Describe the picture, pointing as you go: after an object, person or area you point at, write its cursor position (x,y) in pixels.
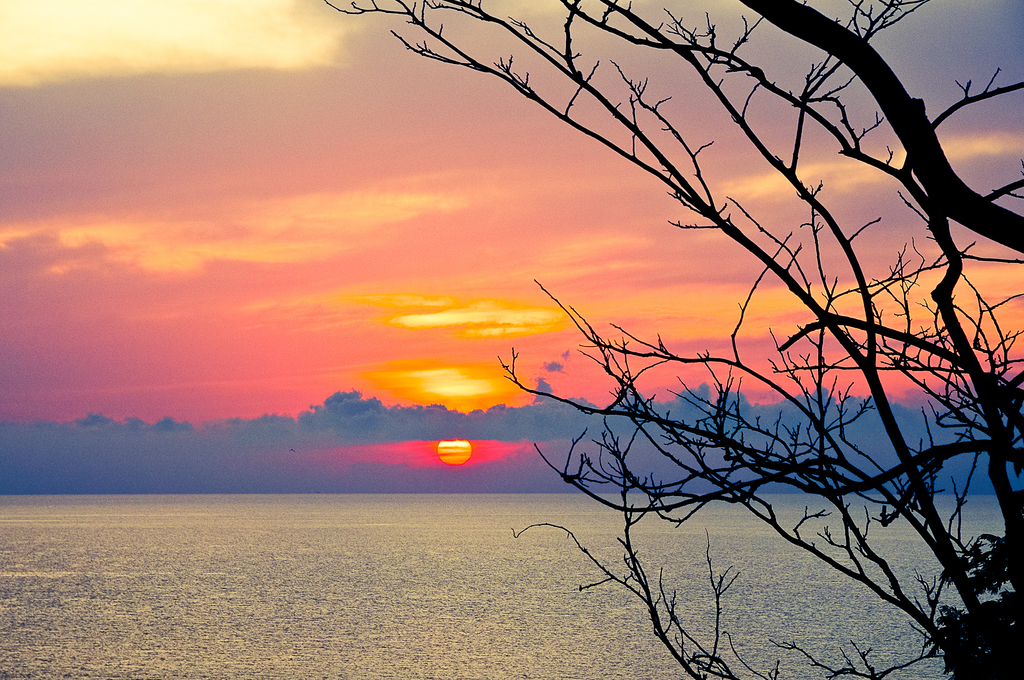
In the foreground of this image (736,318), on the right (882,289), there is a tree (872,314) without leaves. In the background (411,506), there is water (225,570), sky (351,312) and the sun (449,454).
